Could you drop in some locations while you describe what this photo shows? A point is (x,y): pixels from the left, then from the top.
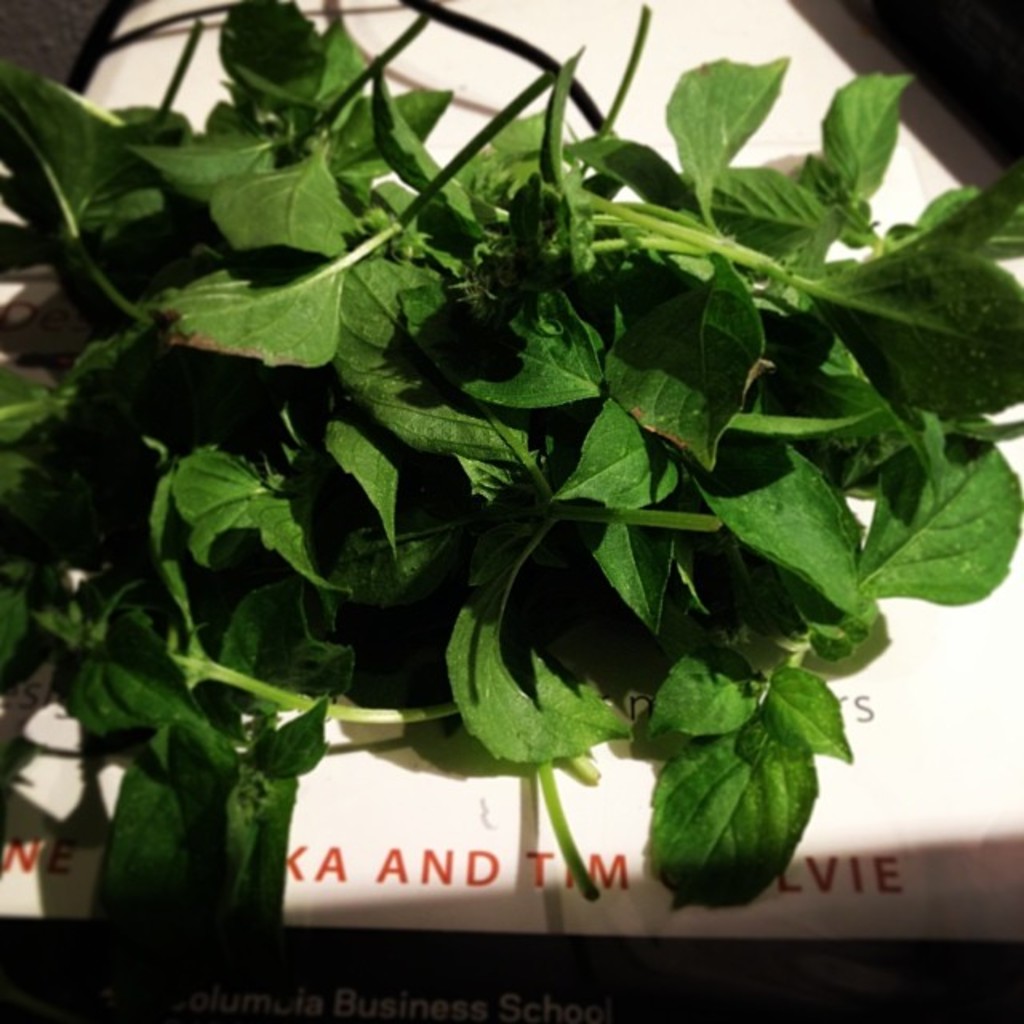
In this image, we can see green leaves (505,733) with stems (690,515) are placed on the white color object (661,891). At the bottom (584,1020), we can see some text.
